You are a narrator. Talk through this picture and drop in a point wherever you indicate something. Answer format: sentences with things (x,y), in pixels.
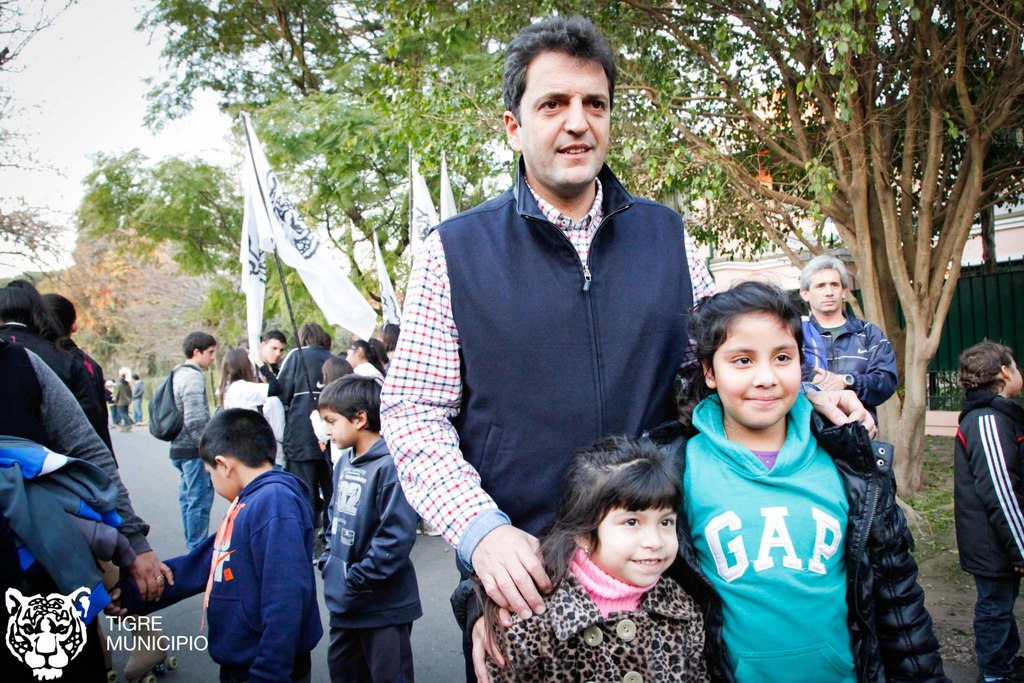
In this image we can see people (427,402) on the road (155,495). There are flags (285,211). In the background of the image (394,146) there are trees (339,148). To the right side of the image (1004,220) there is a building (1004,220). At the bottom of the image (76,641) there is logo (82,588) and some text (131,643).
